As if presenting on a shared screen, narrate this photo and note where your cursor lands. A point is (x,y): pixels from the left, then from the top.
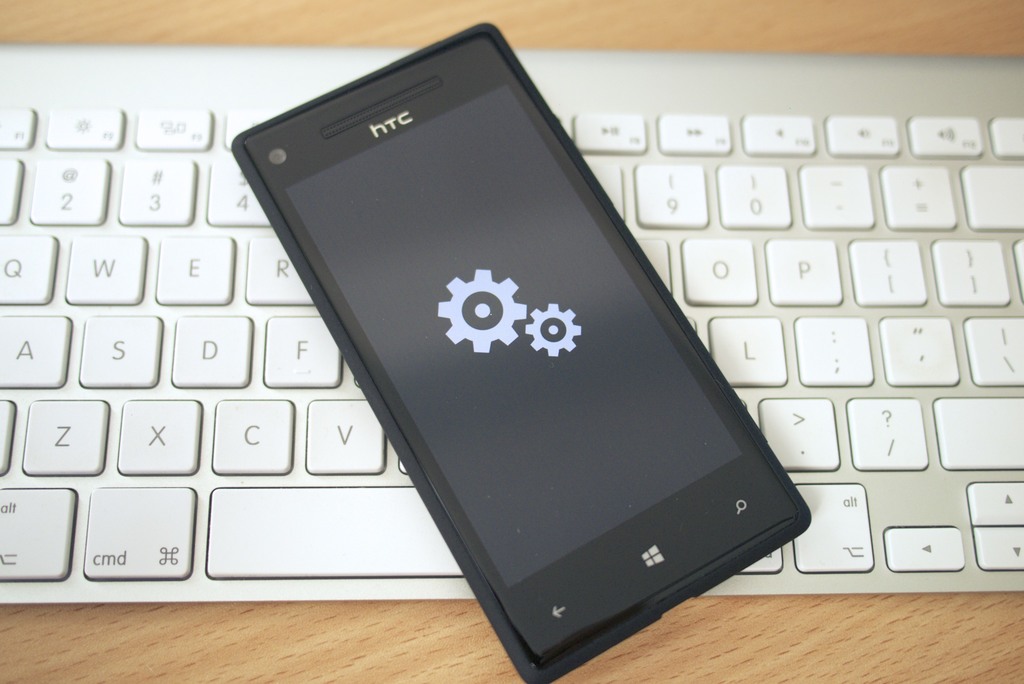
In this image there is a table (69,6), on that table (78,1) there is a keyboard (1004,381) and a mobile (501,327).
